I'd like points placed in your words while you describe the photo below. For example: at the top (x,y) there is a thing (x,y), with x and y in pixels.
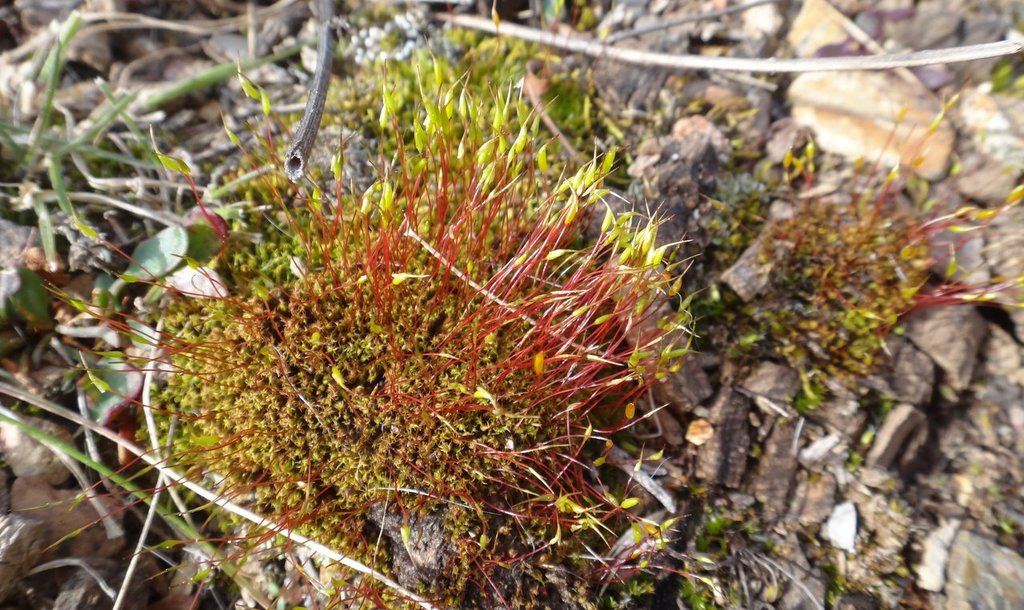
In the image we can see grass (250,64) and stones (987,490).
